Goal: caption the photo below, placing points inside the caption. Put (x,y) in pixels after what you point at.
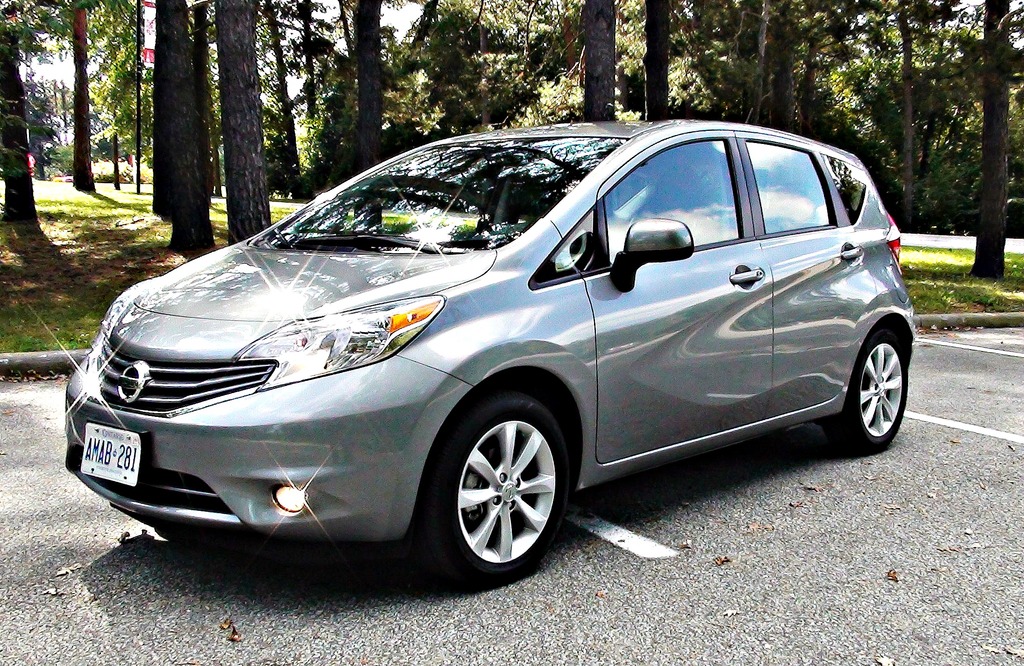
In this image we can see a car (792,377) on the road (585,525). We can see the grass (125,202), tree trunks (245,143) and the sky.
